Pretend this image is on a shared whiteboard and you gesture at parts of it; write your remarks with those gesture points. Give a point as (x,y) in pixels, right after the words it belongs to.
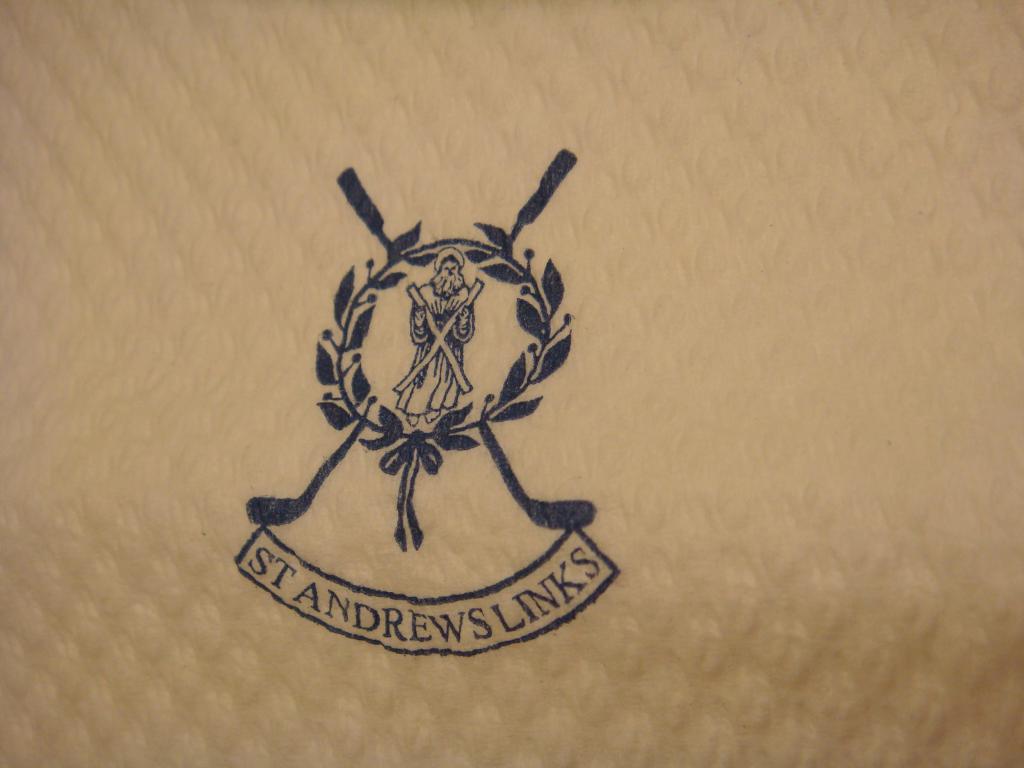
In the image we can see there is a stamp (451,449) of a person (452,278) holding cross (461,305) in his hand (463,305) and it's written "ST ANDREWS LINKS" on the stamp (617,573).
